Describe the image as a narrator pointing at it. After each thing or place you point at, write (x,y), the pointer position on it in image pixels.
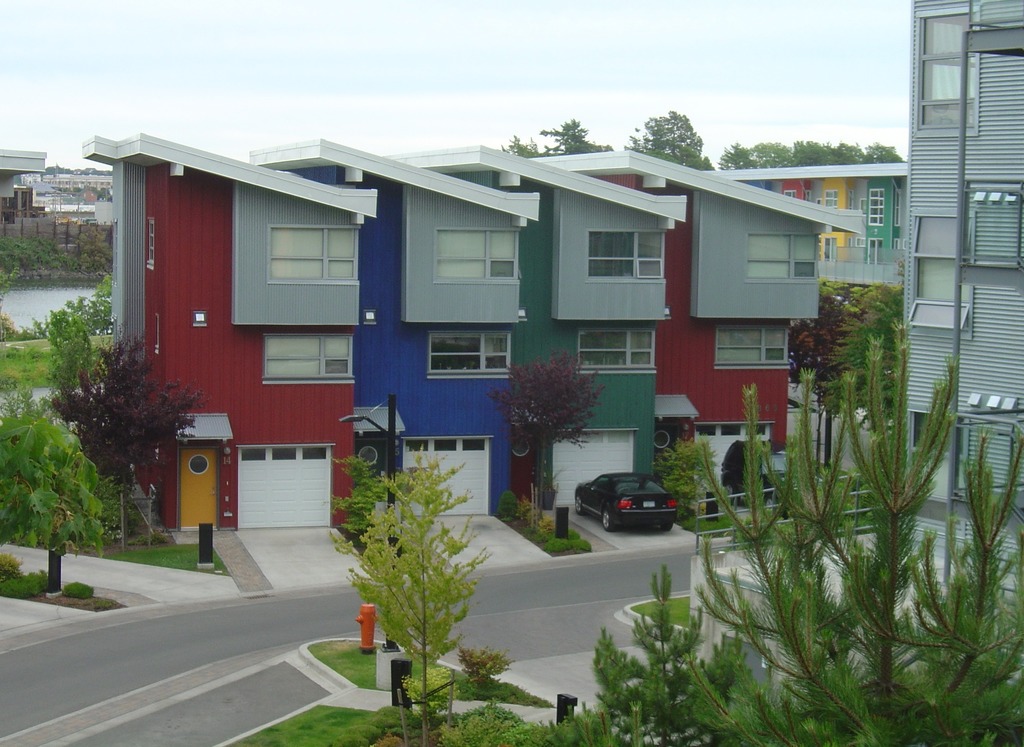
These are the buildings (436,198) in the middle (611,482) a black color car (626,494) is parked these are the trees (16,535). At the top (669,66) it's a cloudy sky (643,66).
